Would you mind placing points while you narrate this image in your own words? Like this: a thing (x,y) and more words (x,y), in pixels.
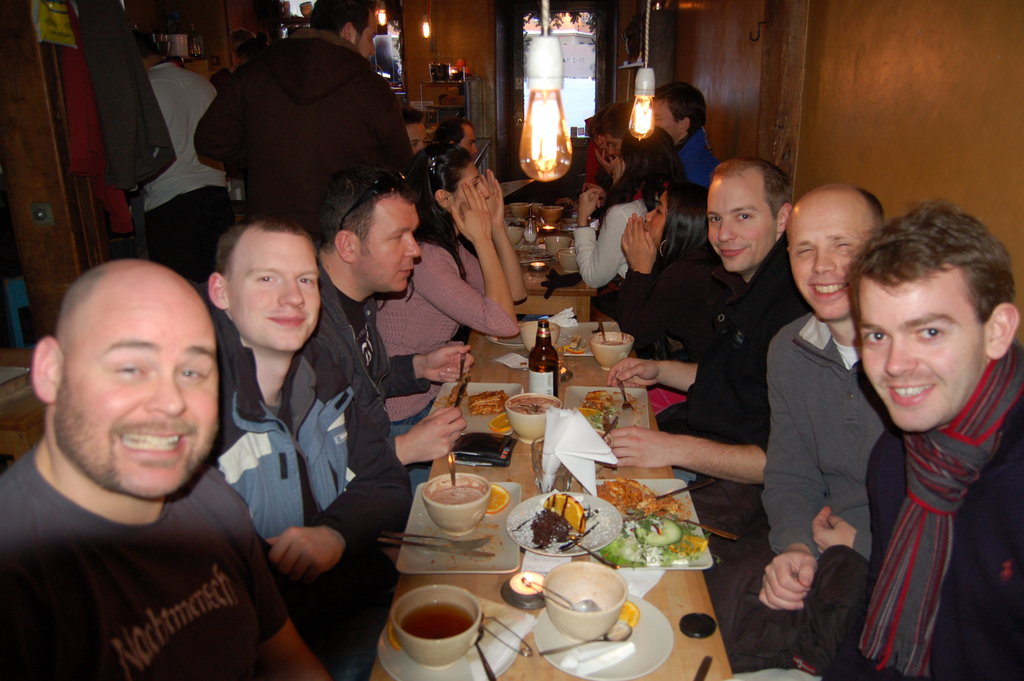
In this image we can see some people (520,298) sitting and some (320,180) are standing. We can see the food items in bowls (432,652), bottles (534,369) and some other objects (563,420) on the table (588,358). And we can see the hanging lights (534,109) and the wall (489,114).
